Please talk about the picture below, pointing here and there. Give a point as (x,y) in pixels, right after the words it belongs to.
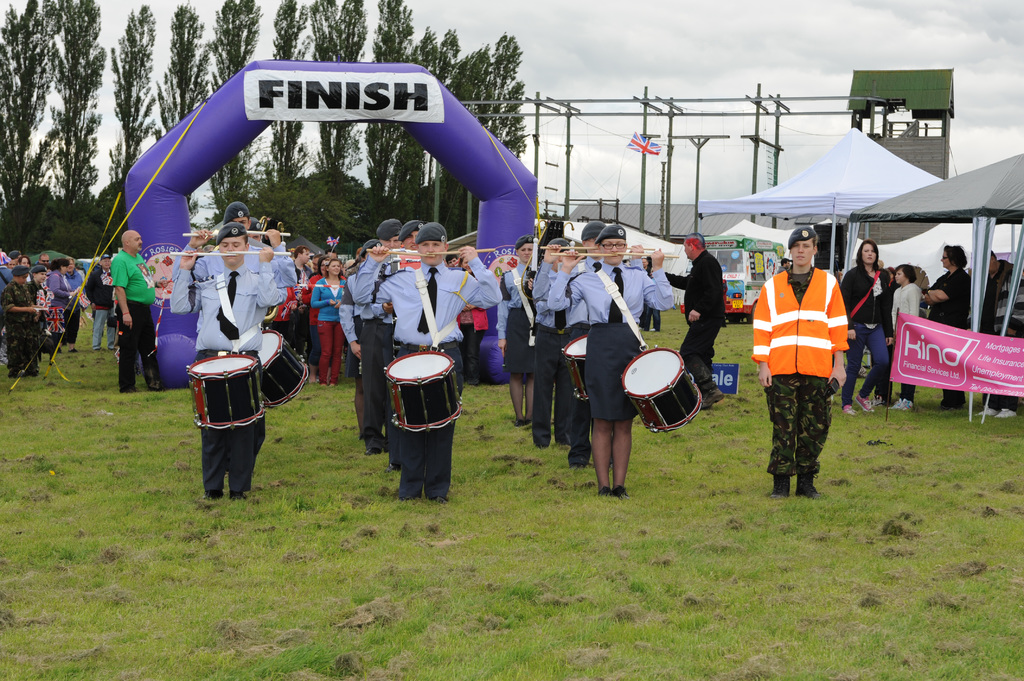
In the center of the image (451,340) we can see people (383,395) standing and wearing drums (424,389). On the right (985,195) there are tents (845,196). In the background (140,174) there is an inflatable balloon entrance (195,137) and there are trees (486,99). We can see poles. In the background (308,280) there is crowd (323,271). At the top (625,53) there is sky (709,40).
